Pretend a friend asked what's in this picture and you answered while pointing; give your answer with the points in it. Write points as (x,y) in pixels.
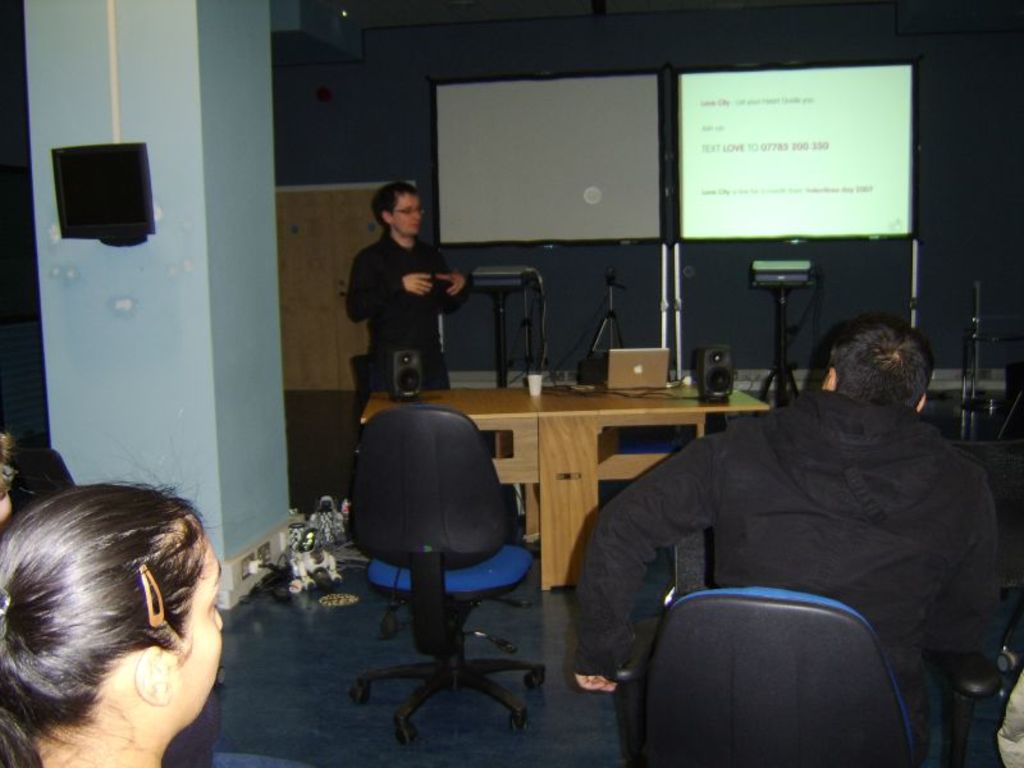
In this picture there is a man (407,308) standing and talking and there is a laptop (622,377) and cup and there are speakers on the table (521,418). At the back (676,278) there are screens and there are devices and objects (542,306). In the foreground (156,507) there are three people (151,550) sitting and there are chairs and there is a screen (138,157) and pipe (115,53) on the wall (154,334). At the bottom (299,541) there are objects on the floor (375,600).
